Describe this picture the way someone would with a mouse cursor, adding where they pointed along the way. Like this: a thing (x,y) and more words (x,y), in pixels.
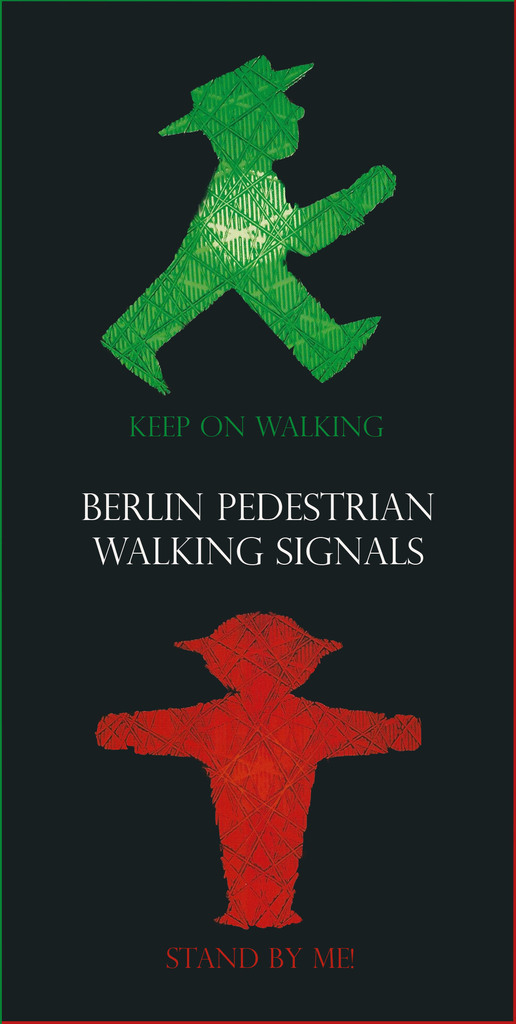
In this image we can see sign board (222,321) and some text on it.
